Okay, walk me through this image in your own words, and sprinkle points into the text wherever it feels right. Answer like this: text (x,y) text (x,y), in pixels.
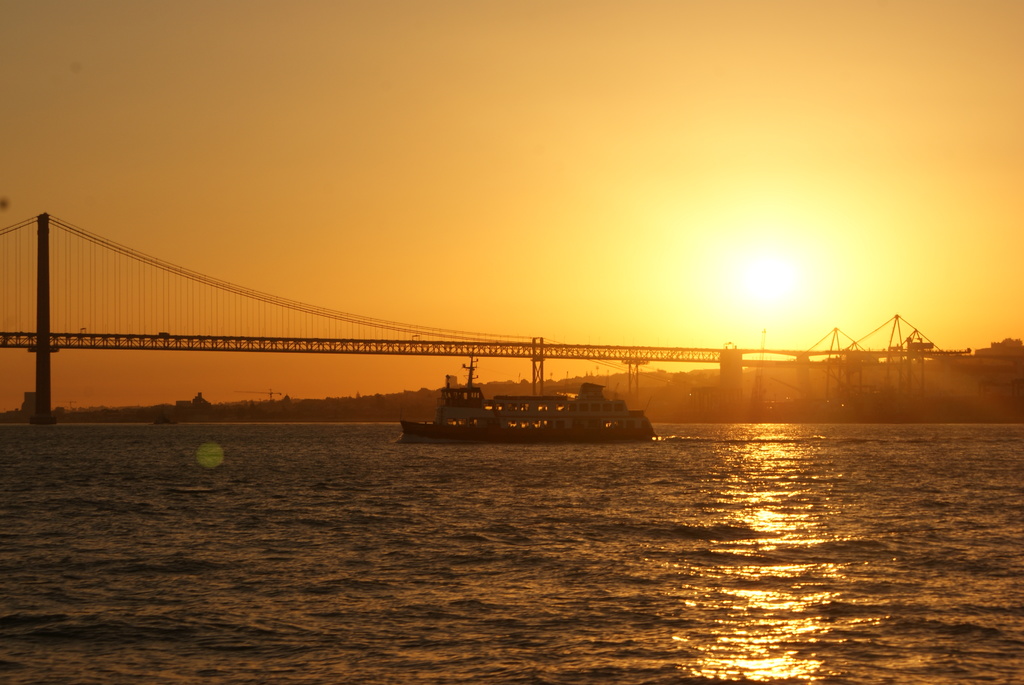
In this picture we can see a ship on water (554,560), above the ship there is a bridge (51,422) and we can see sky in the background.
